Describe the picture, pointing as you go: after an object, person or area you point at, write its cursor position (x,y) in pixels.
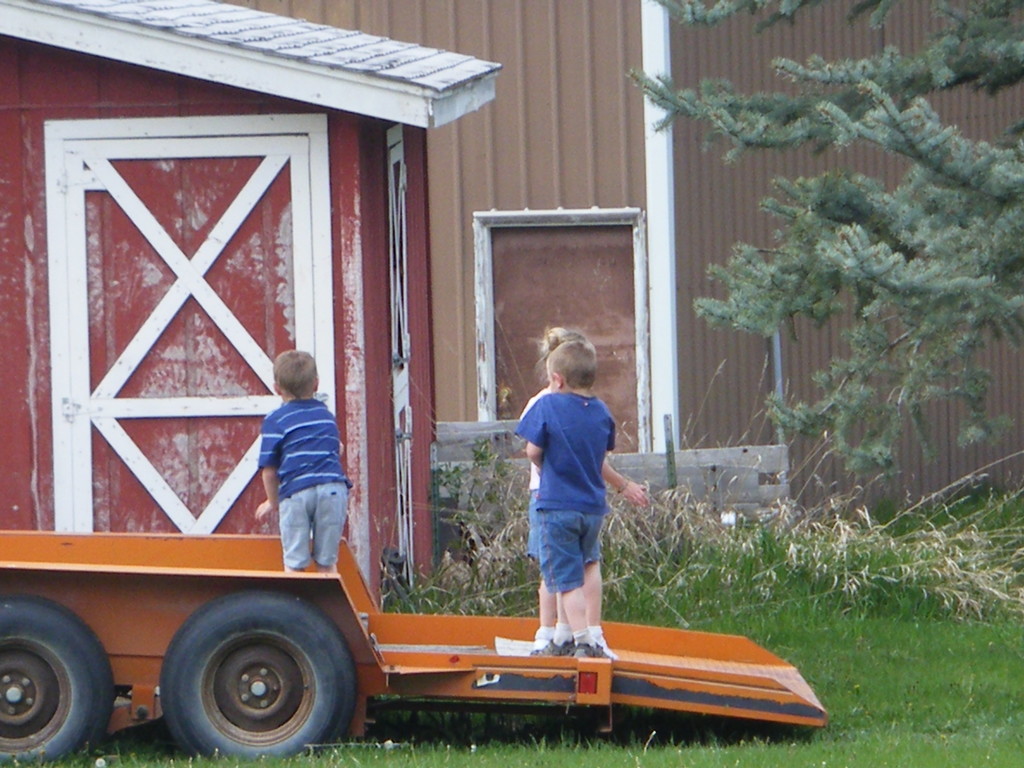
In this image in the front (469,746) there's grass (489,744) on the ground (473,756). In the center (568,503) there is cart (313,623) and on the cart (408,629) there are kids (545,481) standing. In the background (649,332) there is a tree (973,248) and there is a house (428,192).
